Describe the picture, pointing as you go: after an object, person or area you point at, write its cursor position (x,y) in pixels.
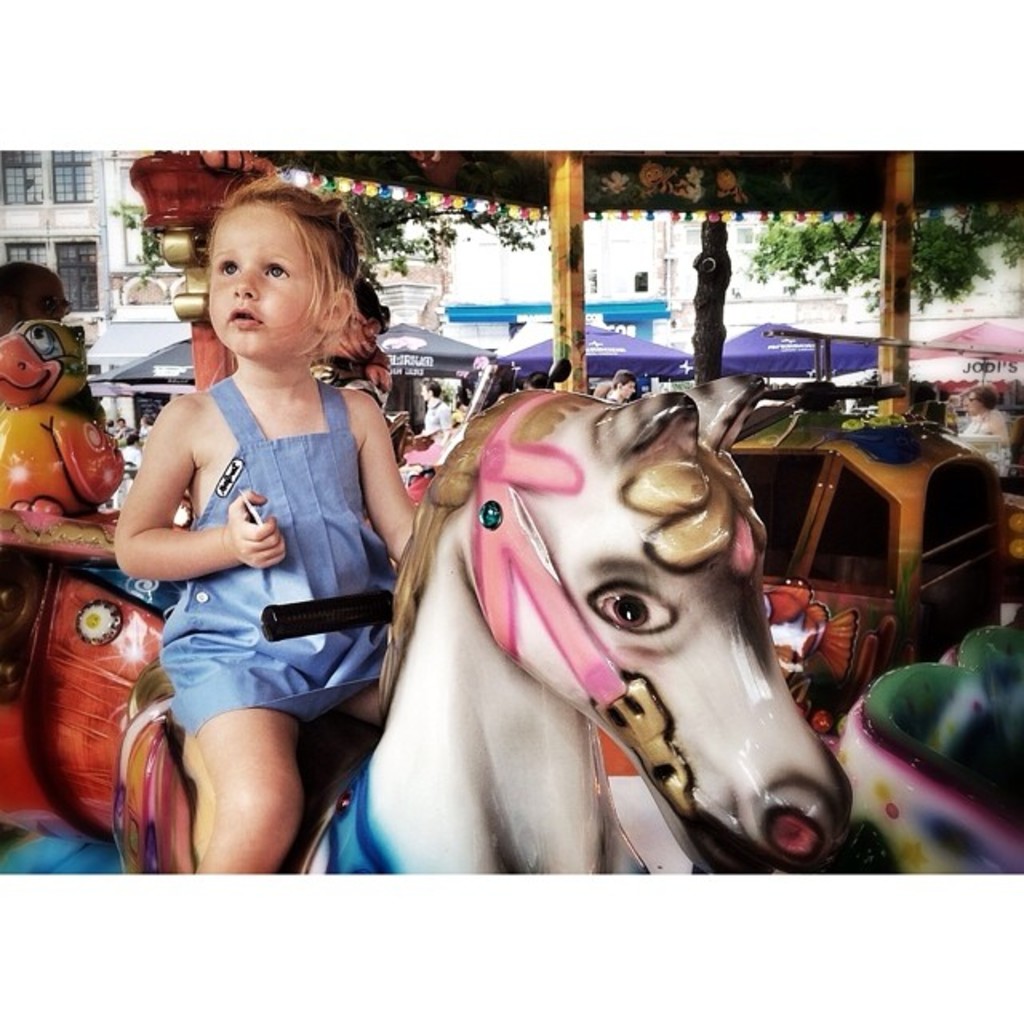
In this image there is a baby girl (266,846) sitting in a toy horse (506,626), and the back ground (370,236) there is tree (393,225), building (504,306), tent (425,351).
